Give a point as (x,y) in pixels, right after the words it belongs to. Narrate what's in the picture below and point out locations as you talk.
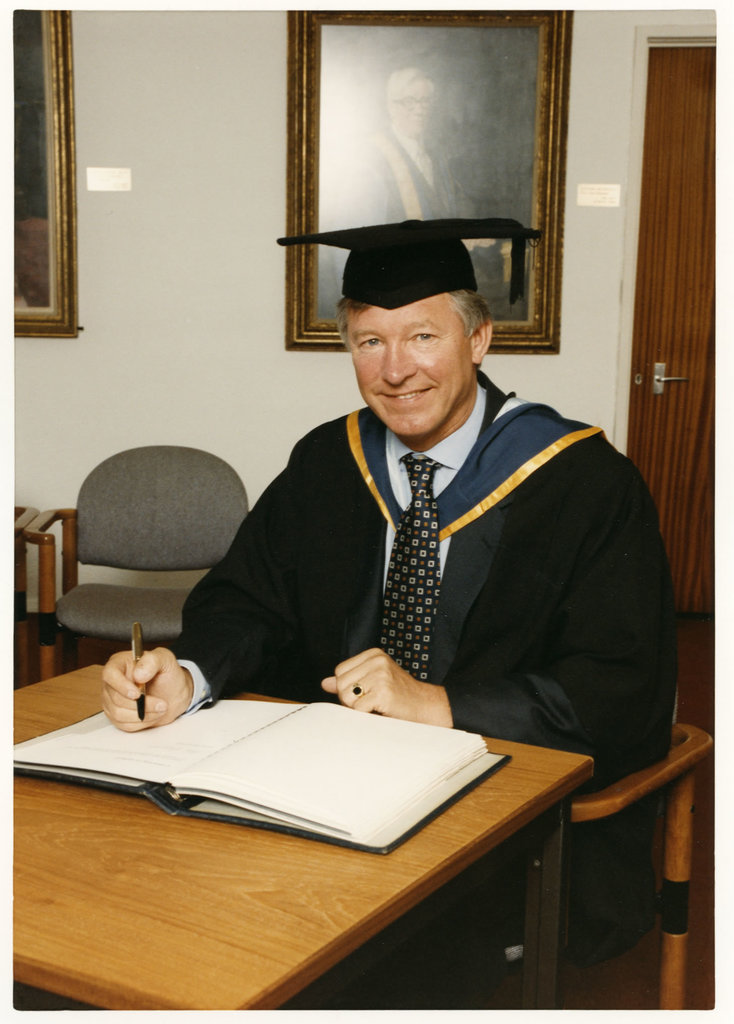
A man (413,482) is sitting at a table (468,818) with a pen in his hand (177,694) and a book (242,761) in front of him.
